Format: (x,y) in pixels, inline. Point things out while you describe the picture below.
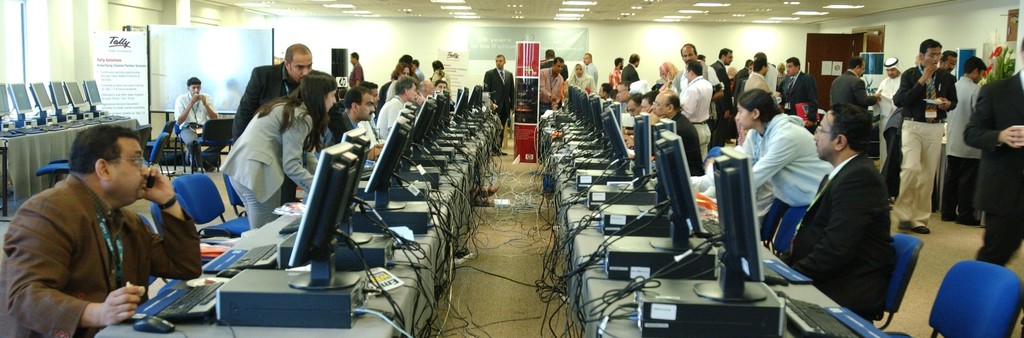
In this image there are people (313,142) sitting and standing. In the center (416,209) there are computers (317,253), wires (561,198). On the left side (135,70) there is a banner (133,86) with some text (125,80) written on it. On the right side (926,68) the persons (929,77) are standing. There is a door (835,53) on the wall (600,57). In the background (517,44) there is a red colour banner (526,101).
